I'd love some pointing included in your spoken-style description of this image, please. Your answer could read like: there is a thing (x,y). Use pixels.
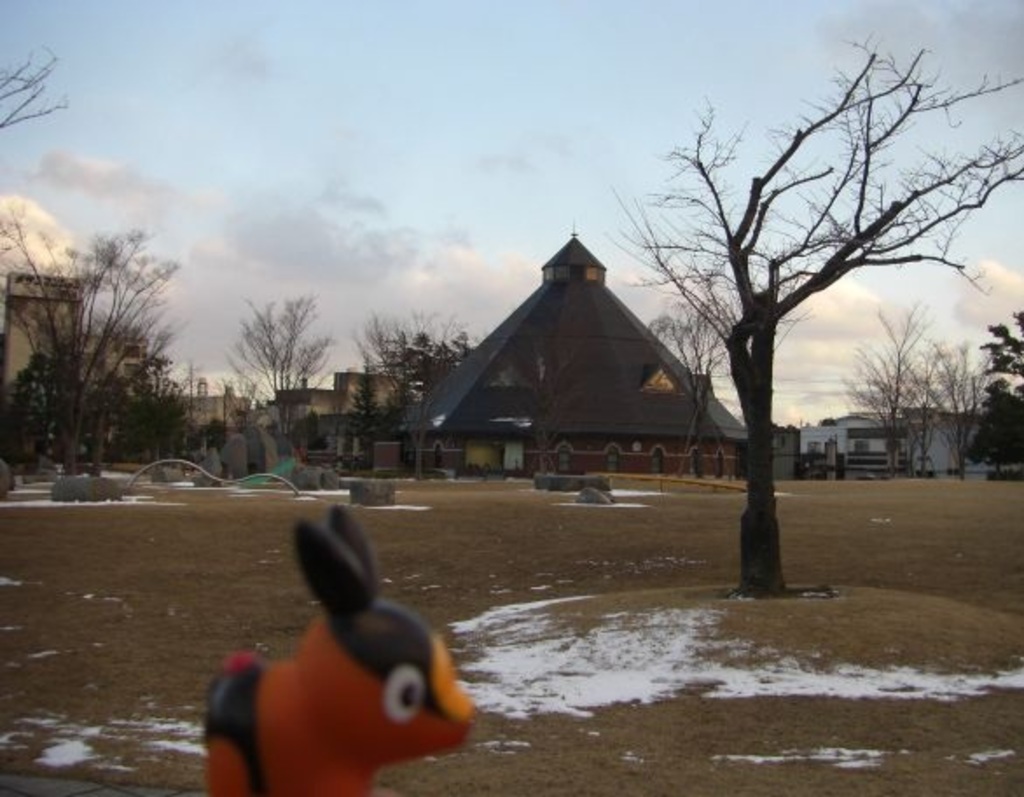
In this image we can see a few buildings (286,422), there are some trees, stones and a toy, in the background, we can see the sky (939,87) with clouds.
